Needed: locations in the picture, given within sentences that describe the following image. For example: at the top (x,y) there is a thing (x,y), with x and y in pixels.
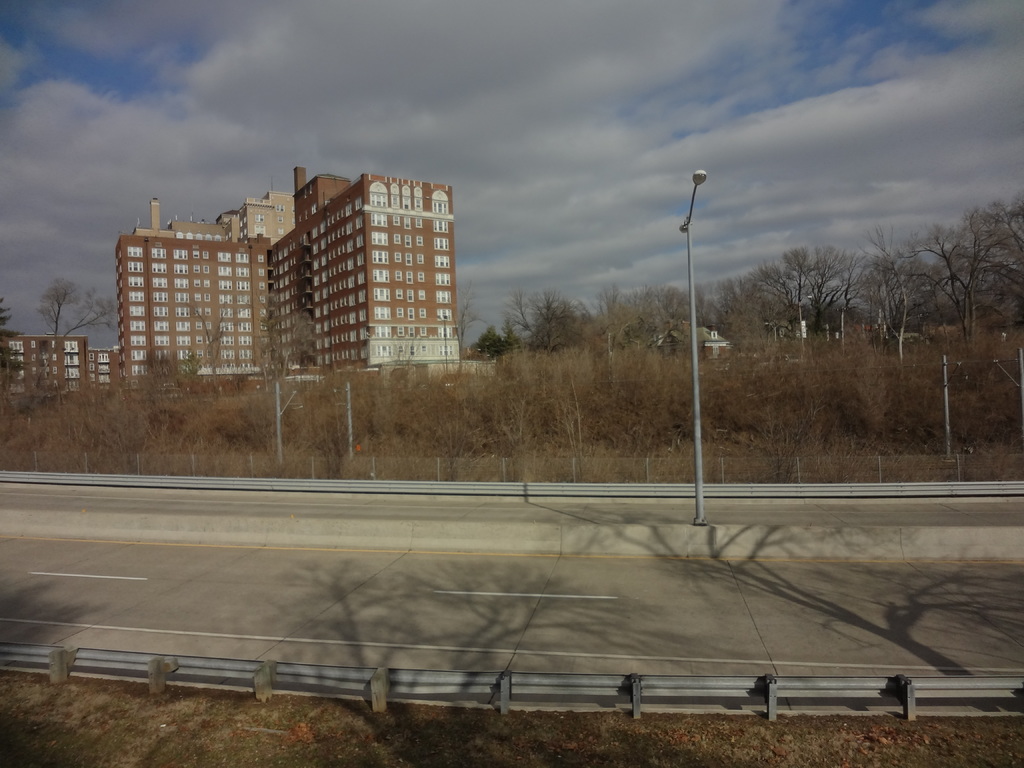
This image is taken outdoors. At the top of the image (120,159) there is the sky (473,158) with clouds (712,146). At the bottom of the image (264,753) there is a ground (261,754). In the background (169,353) there are a few buildings (373,277) and houses (718,351). There are many trees (305,347) and plants (501,365). In the middle of the image (508,510) there is a road (396,626) and there is a fence (207,669). There is a pole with a street light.
